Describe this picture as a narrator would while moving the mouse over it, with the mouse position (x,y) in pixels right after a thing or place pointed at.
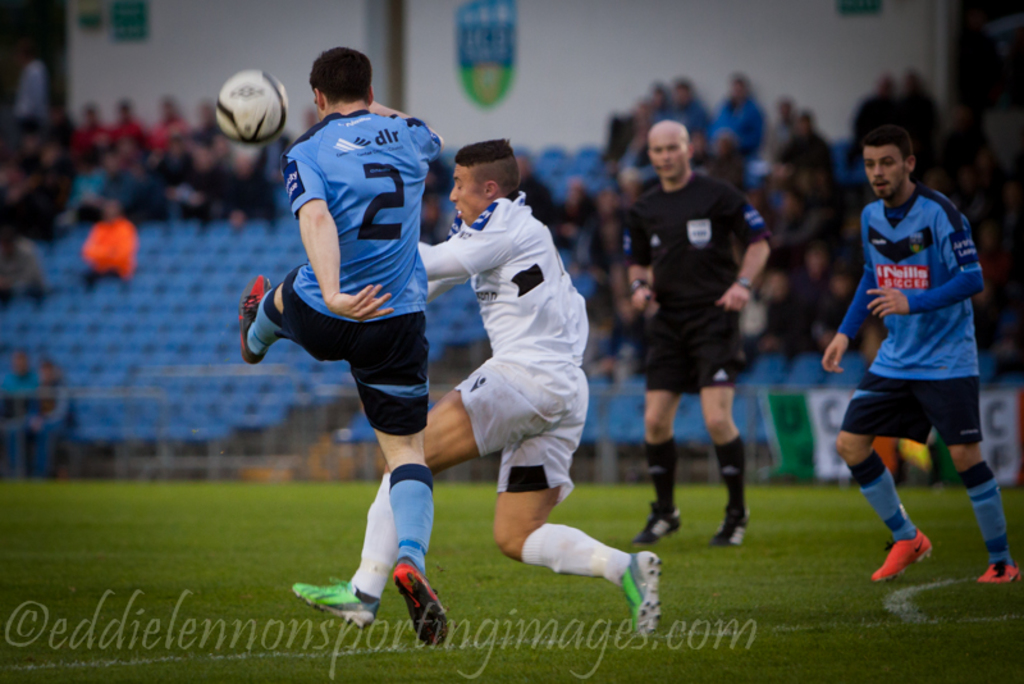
In this picture I can see few people (749,275) playing football on the ground (339,550) and I can see few people (728,143) sitting on the chairs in the background (230,141) and I can see a banner (831,416) with some text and I can see text (135,641) at the bottom left corner of the picture (334,650).
